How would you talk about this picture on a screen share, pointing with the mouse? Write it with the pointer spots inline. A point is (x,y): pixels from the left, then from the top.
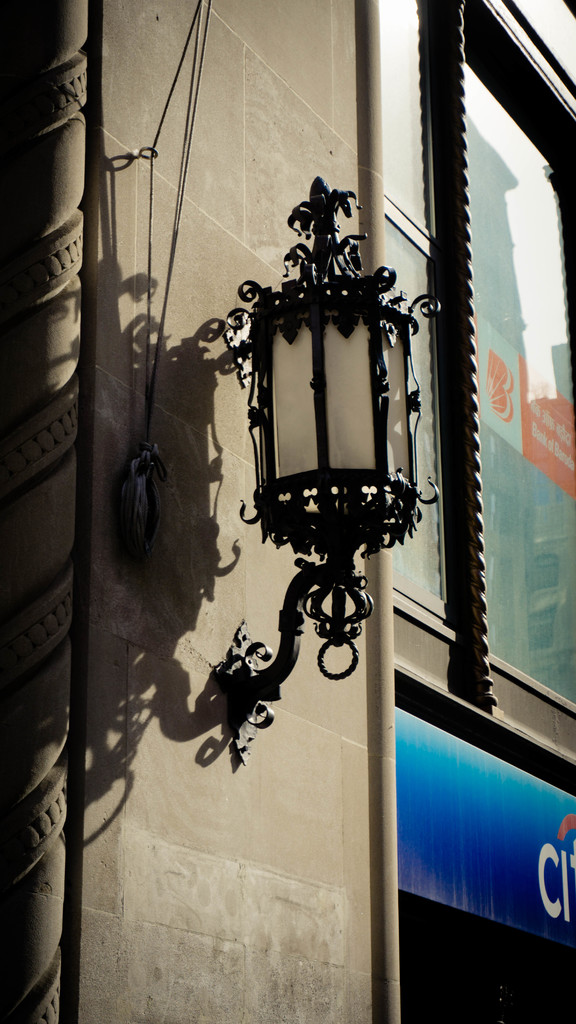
In the image we can see a wall (97,911), on the wall (384,611) there is a light (329,210).
